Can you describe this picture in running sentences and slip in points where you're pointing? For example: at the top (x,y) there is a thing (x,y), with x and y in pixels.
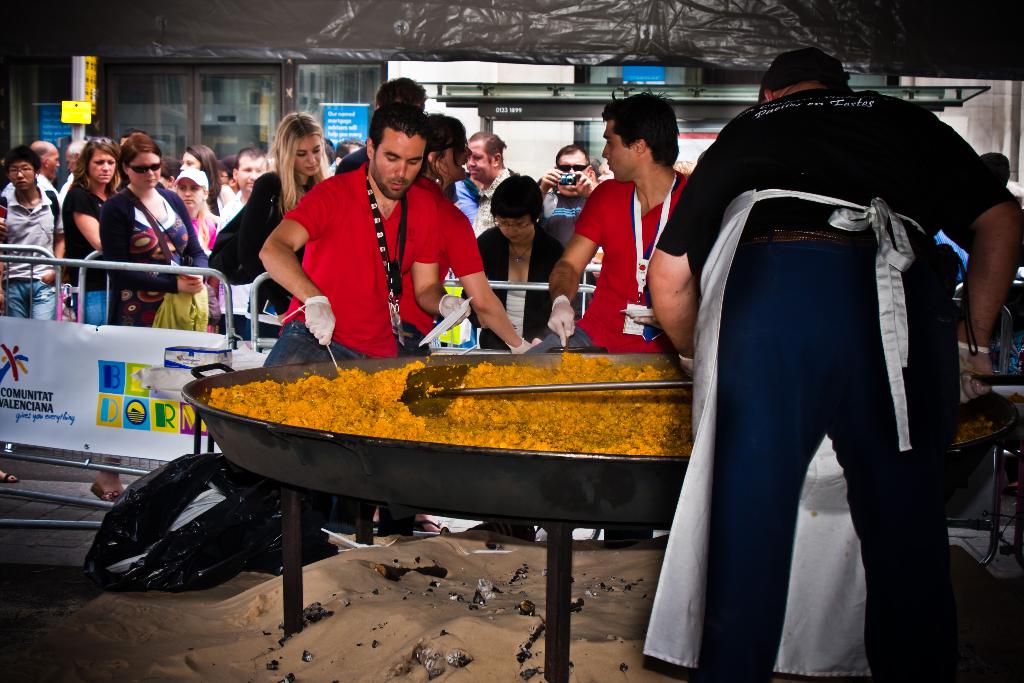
In this image I can see the fencing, boards (86,381) and few people (661,343) are standing. I can see few people (617,341) are holding something. In front (538,486) I can see food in the big bowl (479,466).
